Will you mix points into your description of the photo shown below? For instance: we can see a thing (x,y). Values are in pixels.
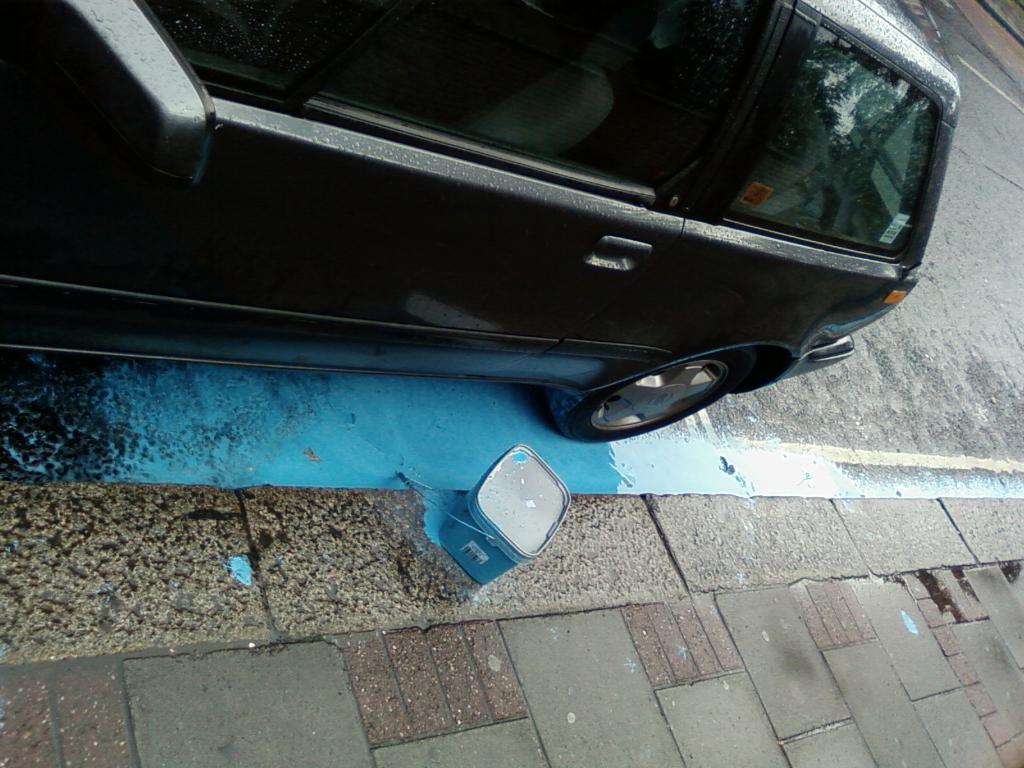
In this image, in the middle (677,339), we can see a car (756,363) which is in black color is placed on the road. In the middle of the image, we can also see a box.
